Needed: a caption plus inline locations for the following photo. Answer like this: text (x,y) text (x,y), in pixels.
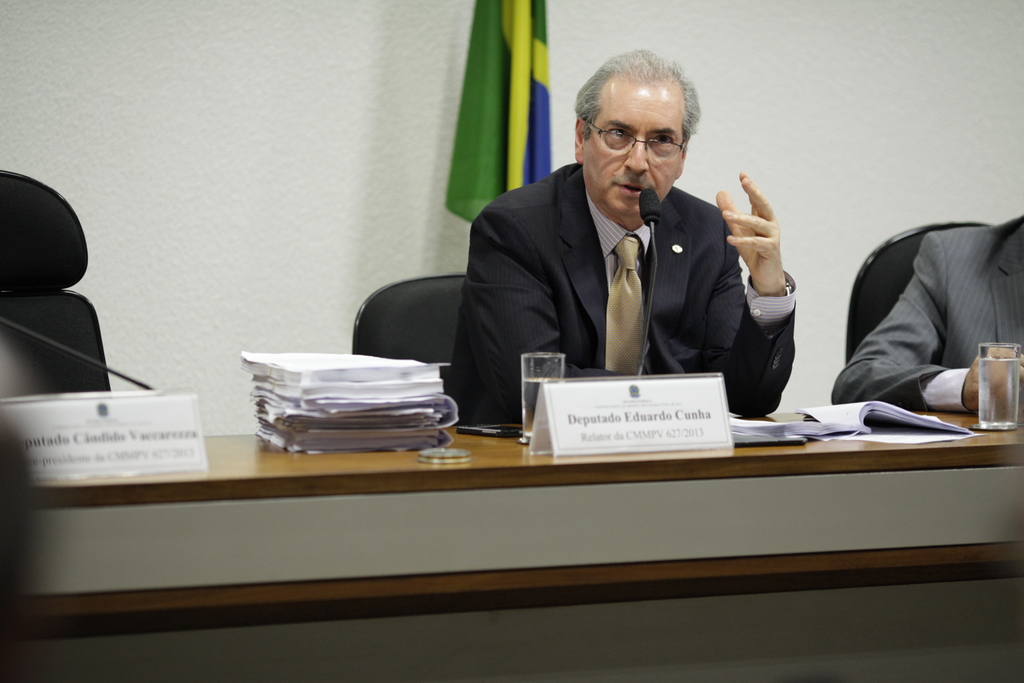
It is a conference room (241,605), there are some people (750,288) sitting in front of the table (645,466), on the table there are few name boards (585,415) of the committee members (538,314), glasses (537,379), book (824,414) and some papers (344,398), in the background (349,158) there is a wall (353,126) and also a flag (481,38).
